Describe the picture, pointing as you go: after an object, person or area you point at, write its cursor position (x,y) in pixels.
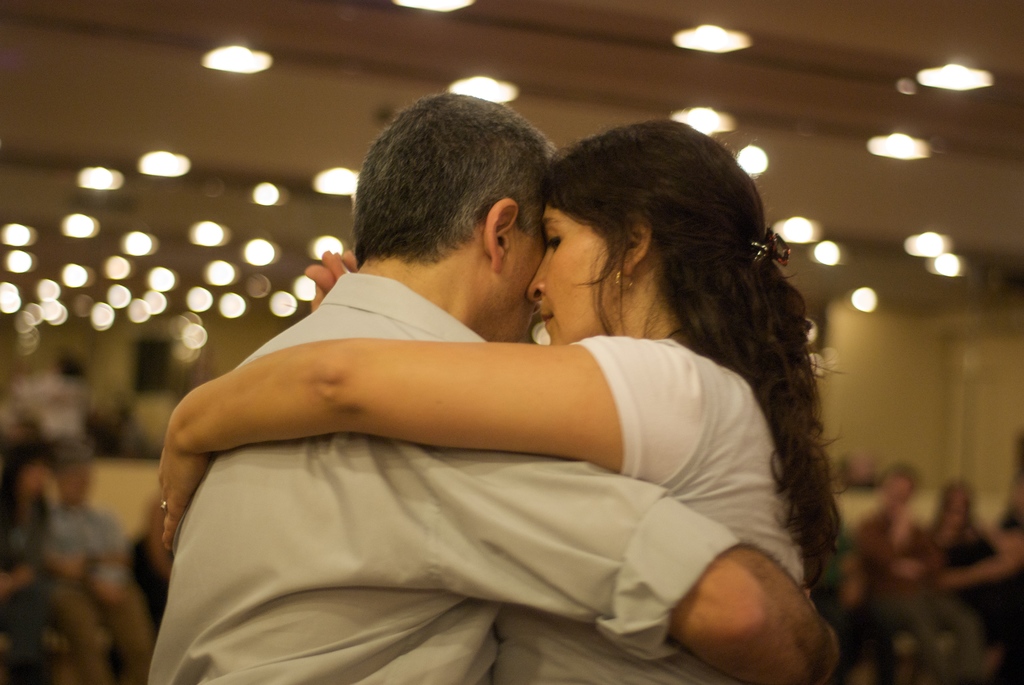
In this image, in the middle (607,233), we can see two people (472,599) man (623,551) and woman (519,613) are hugging to each other. In the background (977,668), we can see a group of people (961,631). At the top (581,21), we can see a roof (579,2) with many lights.
